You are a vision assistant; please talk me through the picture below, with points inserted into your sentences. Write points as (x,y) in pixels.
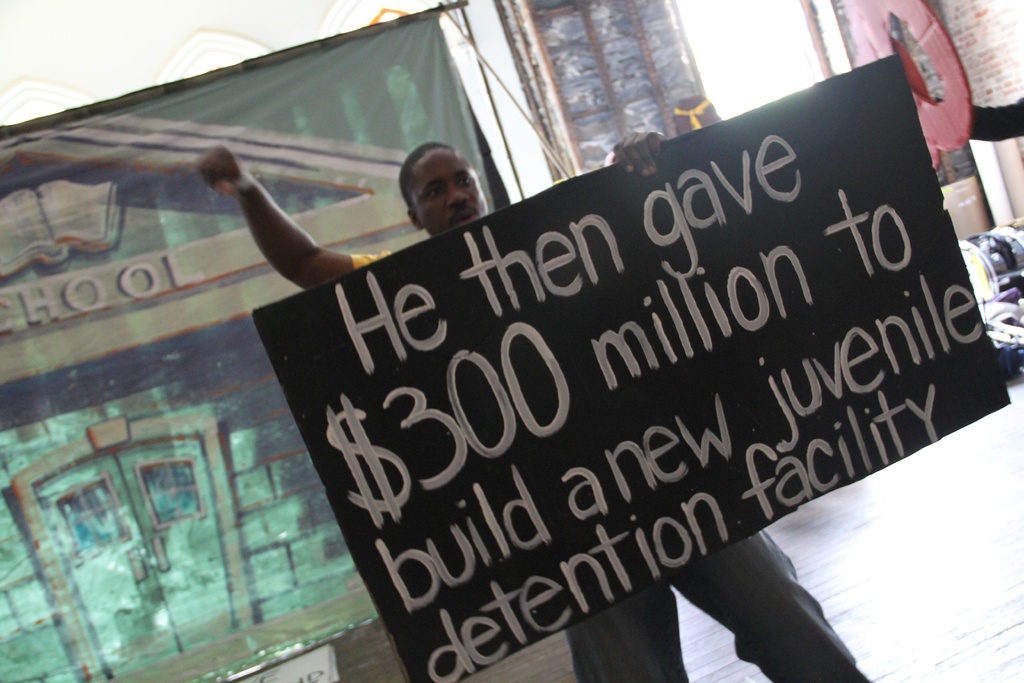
In this picture we can see a person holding a board (633,347), on this board (633,347) we can see some text (691,507) on it and in the background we can see a banner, floor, wall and some objects (1017,242).
